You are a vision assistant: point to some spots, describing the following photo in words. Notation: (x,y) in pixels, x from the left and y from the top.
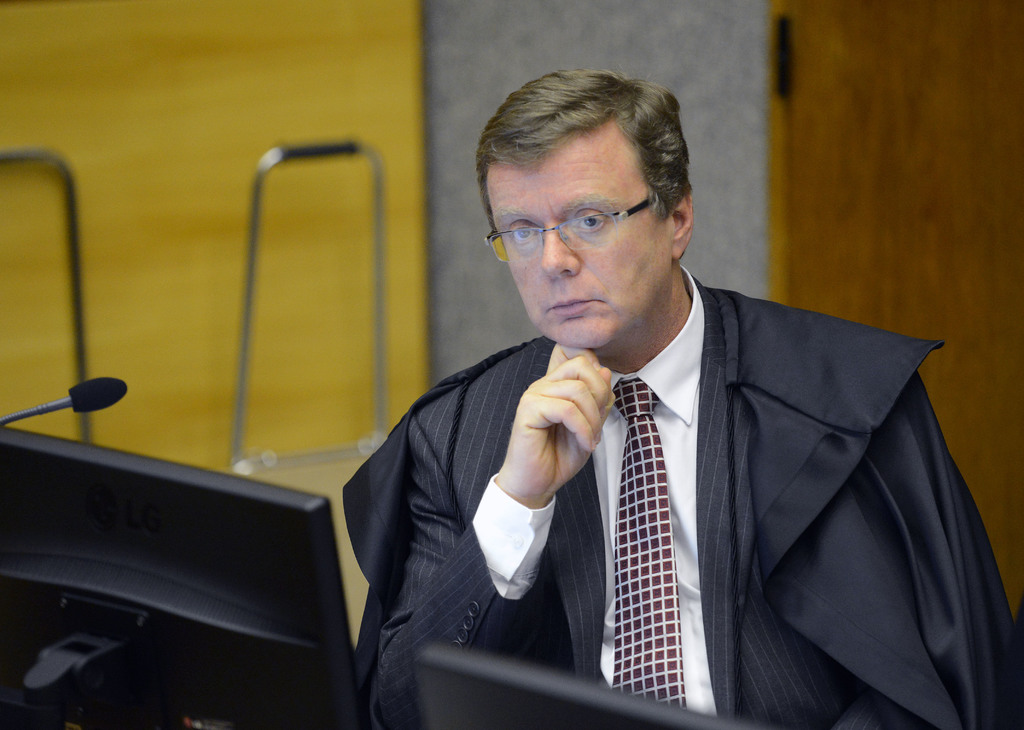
In this image we can see a person (586,566) wearing black color suit (561,525), also wearing spectacles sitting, in the foreground of the image (262,636) there are some systems (131,510), microphone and in the background of the image (387,101) there is a wall (493,95).
